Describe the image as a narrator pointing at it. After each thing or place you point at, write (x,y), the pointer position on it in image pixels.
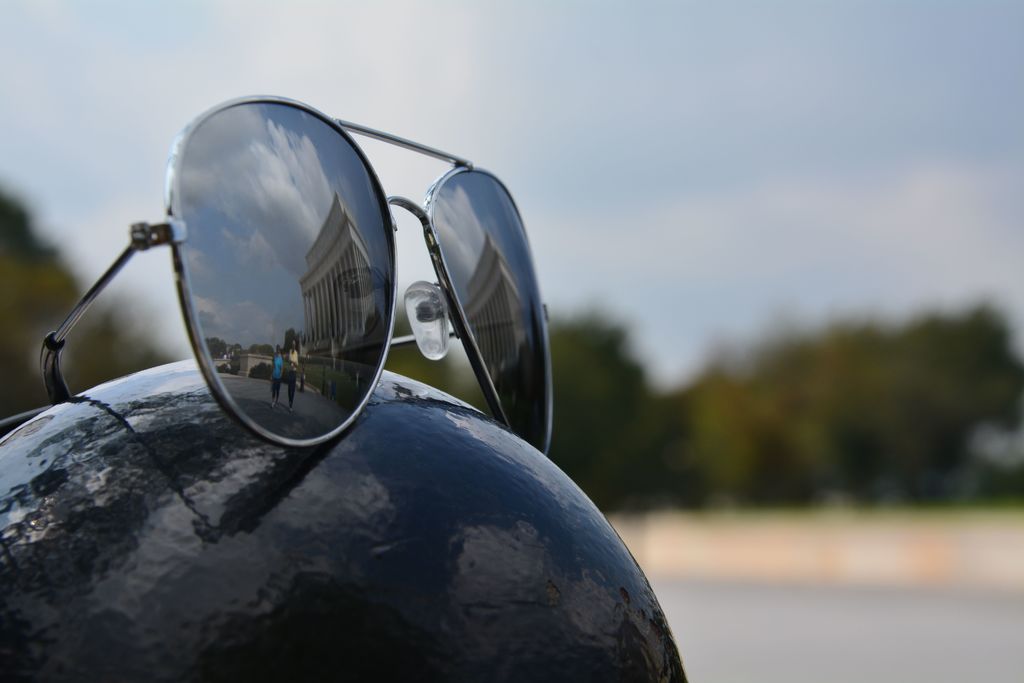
In this image I can see spectacles (492,284) on a black color helmet (383,552), on the right side (839,605) it looks like a road (784,596) and there are trees (819,461) in the middle (671,436). At the top (701,182) it is the sky (708,169).
